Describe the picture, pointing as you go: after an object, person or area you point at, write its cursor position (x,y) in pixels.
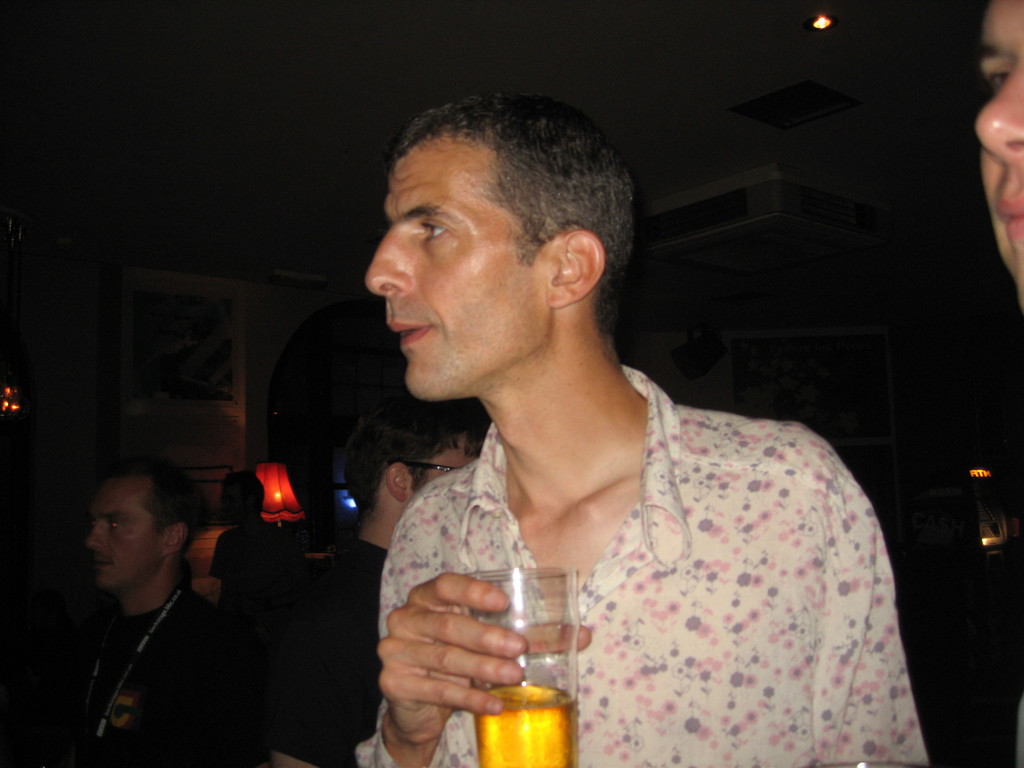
In this picture we can see a man (654,542) who is holding a glass (524,660) with his hand (398,711). Even we can see three persons (152,586) standing here. And this is the wall (91,420) and there is a lamp (295,510).
